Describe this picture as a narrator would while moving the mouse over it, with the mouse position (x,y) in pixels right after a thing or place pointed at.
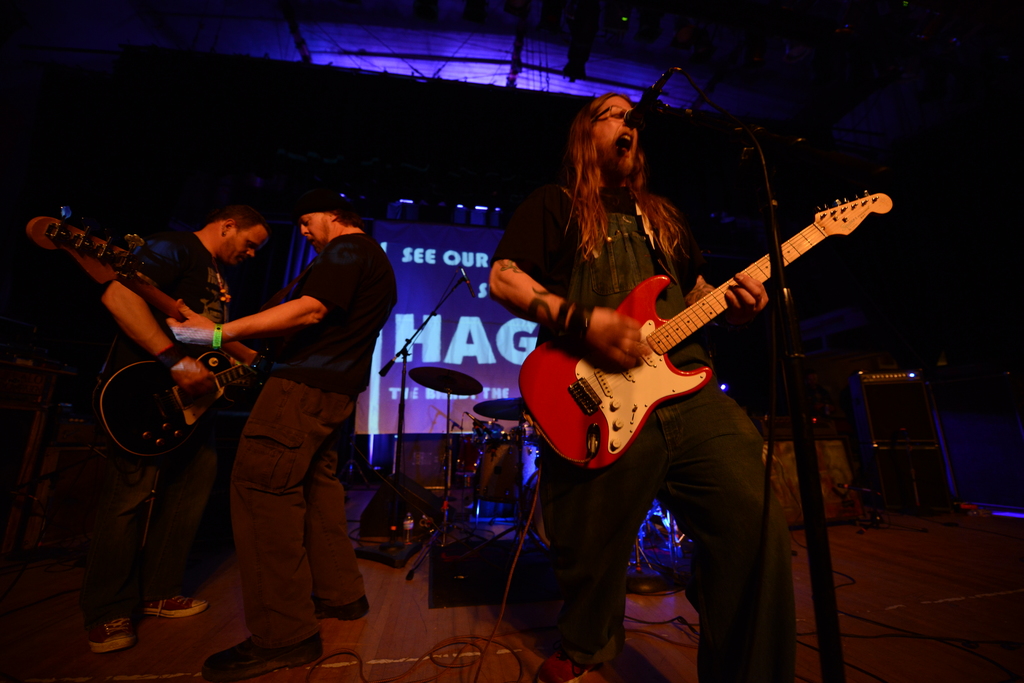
This image is clicked in a musical concert. In this image there are 3 people (301,349) who are standing all of them are men (569,337), all of them are holding guitars (108,425), the one who is on the right (692,333) is singing something while playing guitar (542,366). There are wires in the bottom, behind him there are drums (465,373) and there is a mic (432,313) near drums (457,387). Back side there is a screen (432,249), there are speakers (862,383) on the left right side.
